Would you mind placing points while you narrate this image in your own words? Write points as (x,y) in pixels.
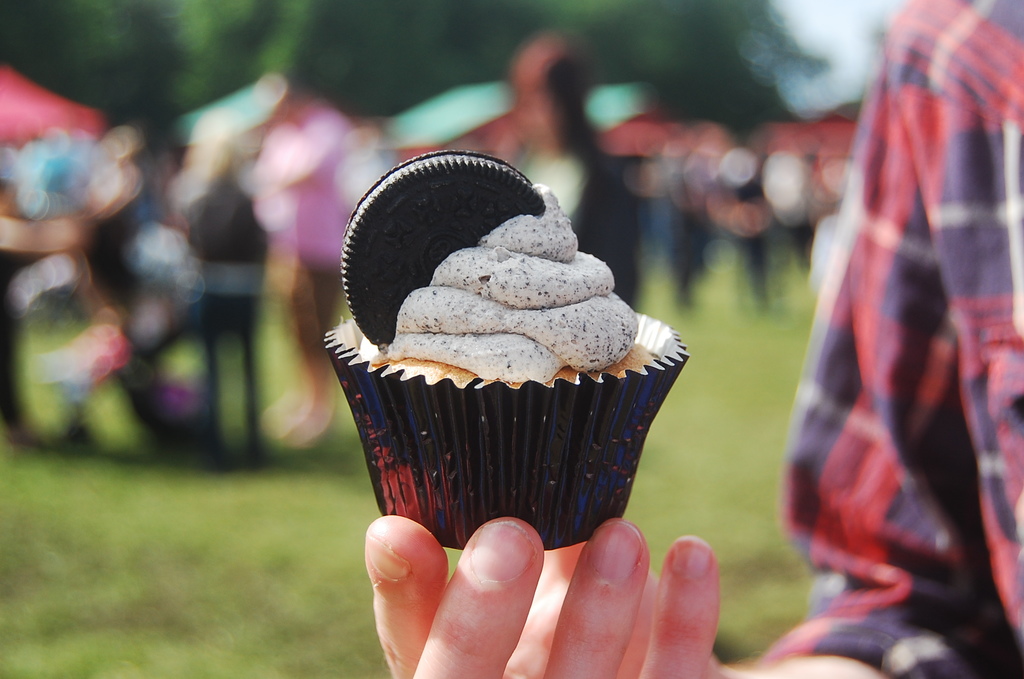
In the image we can see a person (906,530) wearing clothes (850,587) and the person (550,585) is holding a cupcake (533,471) in hand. Here we can see the grass (178,550) and there are other people (279,197) standing. Here we can see trees (424,28), sky (805,30) and the background (792,34) is blurred.
